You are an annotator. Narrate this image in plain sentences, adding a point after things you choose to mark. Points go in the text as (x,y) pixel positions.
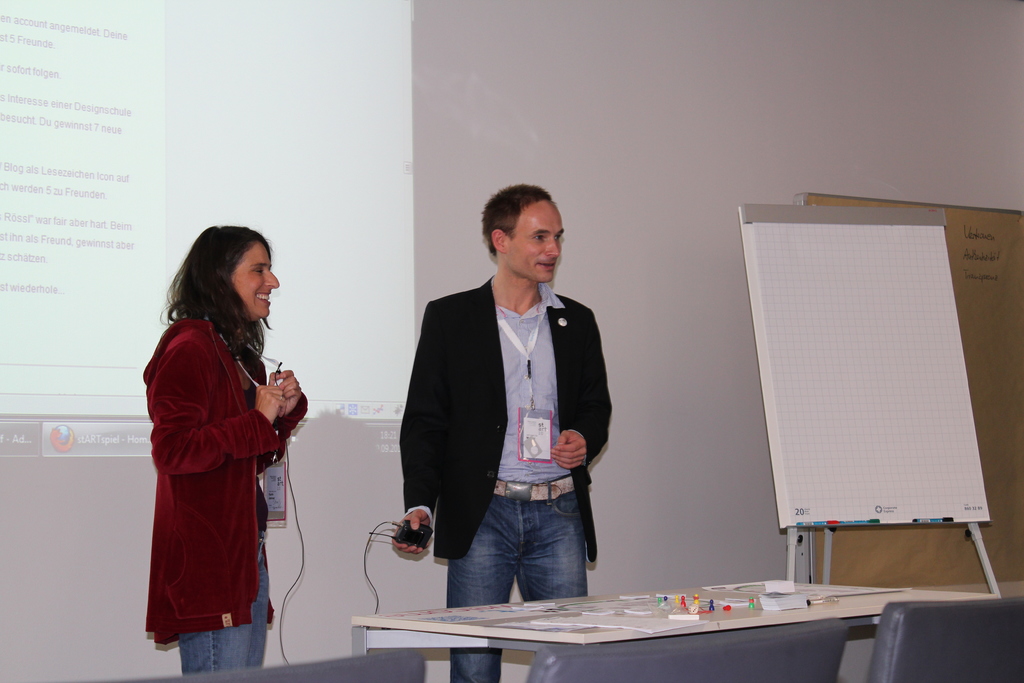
In this picture two persons (569,462) standing and seems like seminar is going on. There is projector (168,176) in the back of the wall (226,117) and to the right side of the picture (844,327) there is a white board (858,420). In front of them there is table (748,620) and papers (605,618) placed on the table (605,633).
